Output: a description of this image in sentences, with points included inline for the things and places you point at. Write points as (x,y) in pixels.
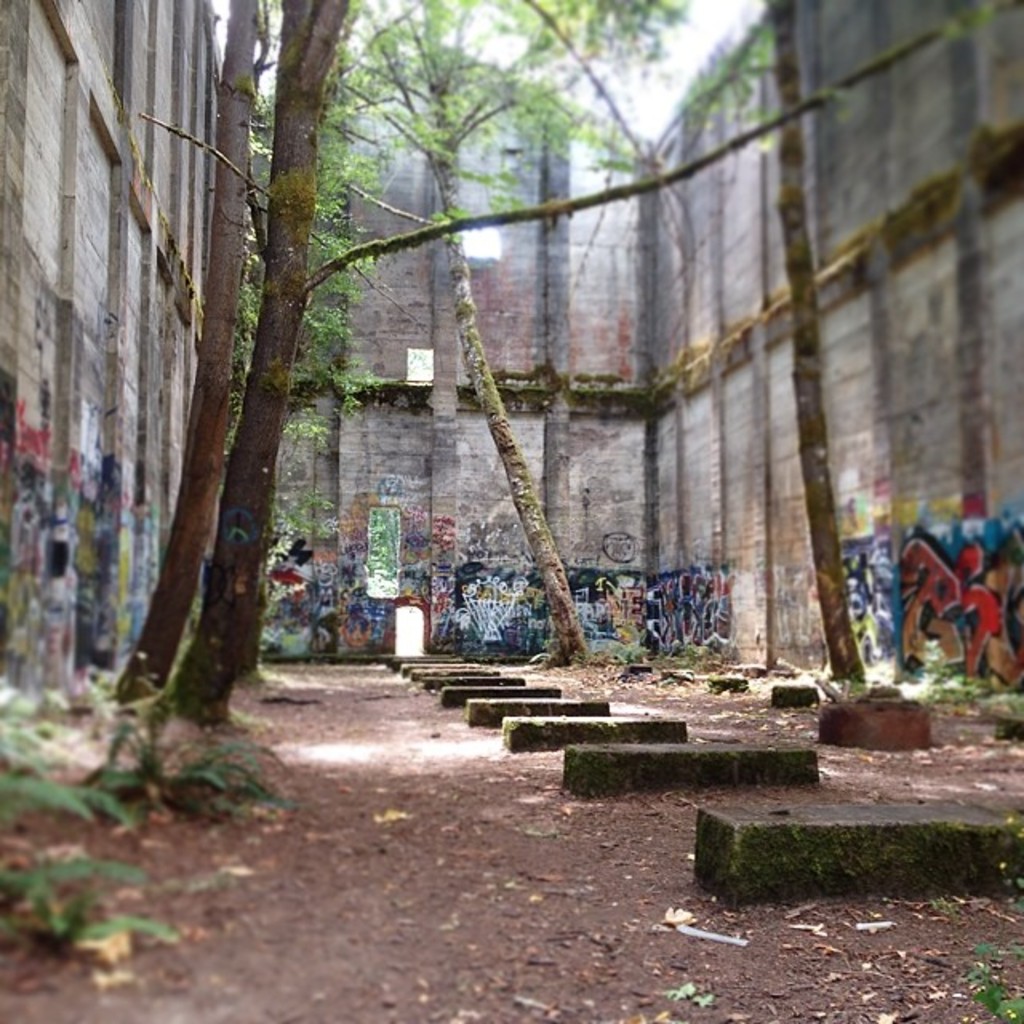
In this image we can able to see few trees (495,83), and there are walls (630,274), and there is graffiti (928,631) on those walls (300,629), we can able to see some plants (6,712), and we can see some stones (558,722) on the ground (796,926).
